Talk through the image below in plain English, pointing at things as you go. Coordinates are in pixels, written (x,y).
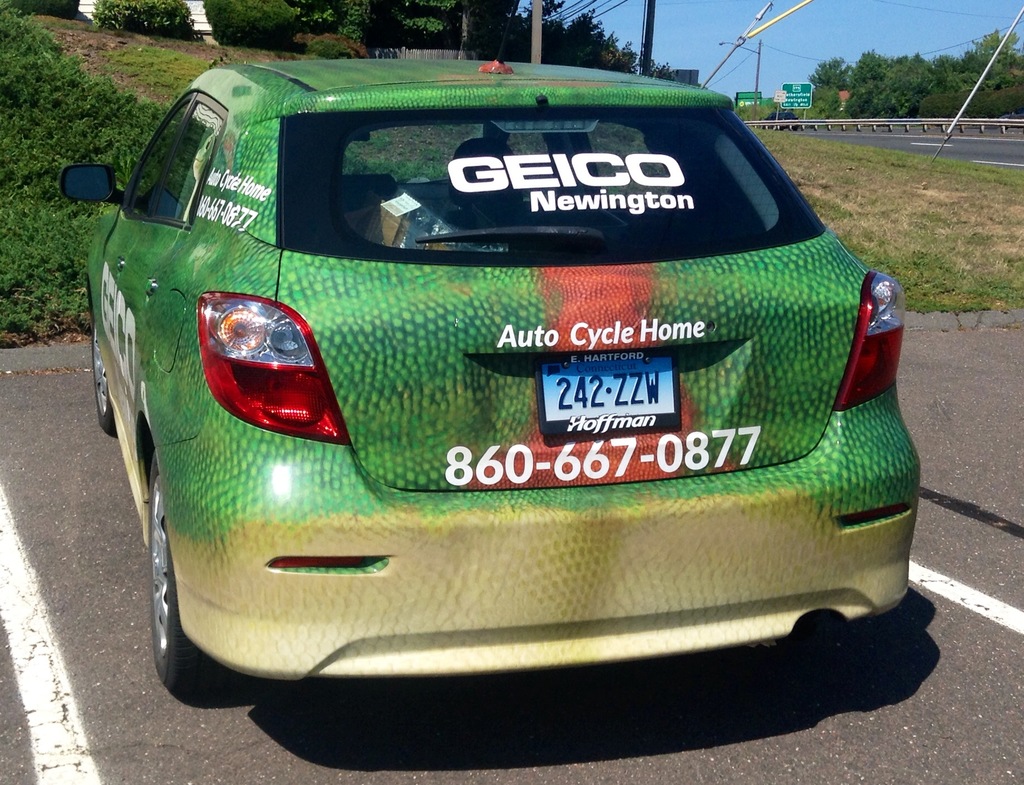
In this image we can see there is a car (653,438). On the right side (1018,144) there is a road (870,136) with sign boards (800,103) and poles (758,62). In the background (150,48) there are trees (919,67), plants (260,28) and a sky (740,66).
